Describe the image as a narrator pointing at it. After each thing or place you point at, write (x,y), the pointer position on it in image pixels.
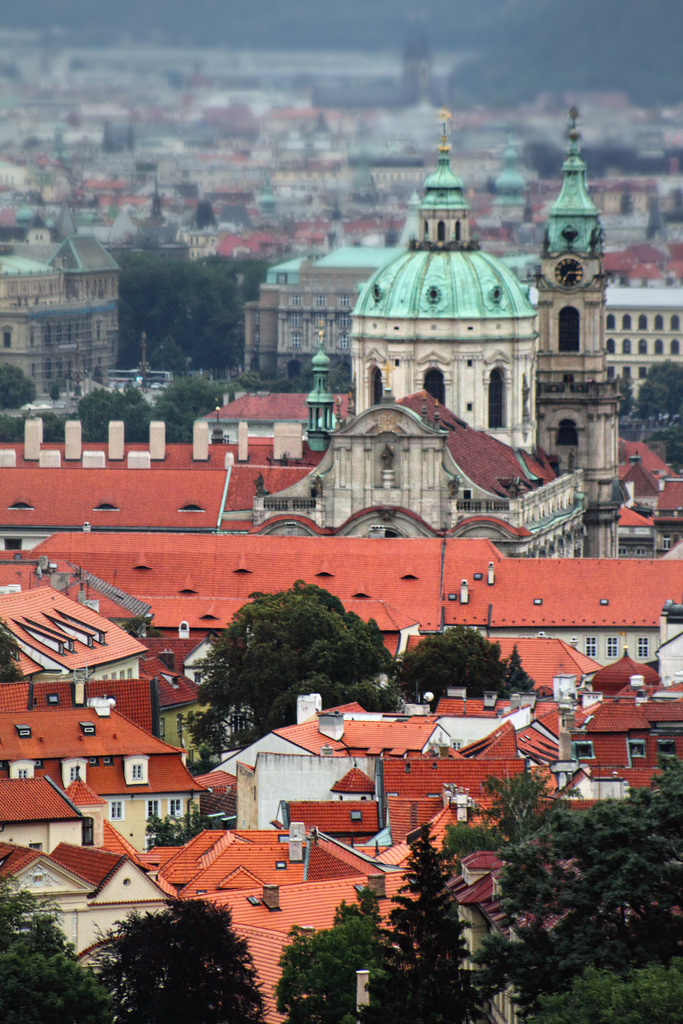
In this picture we can see the top view of a city (331,193) with many houses (562,610), trees (681,433) and buildings (318,154).
